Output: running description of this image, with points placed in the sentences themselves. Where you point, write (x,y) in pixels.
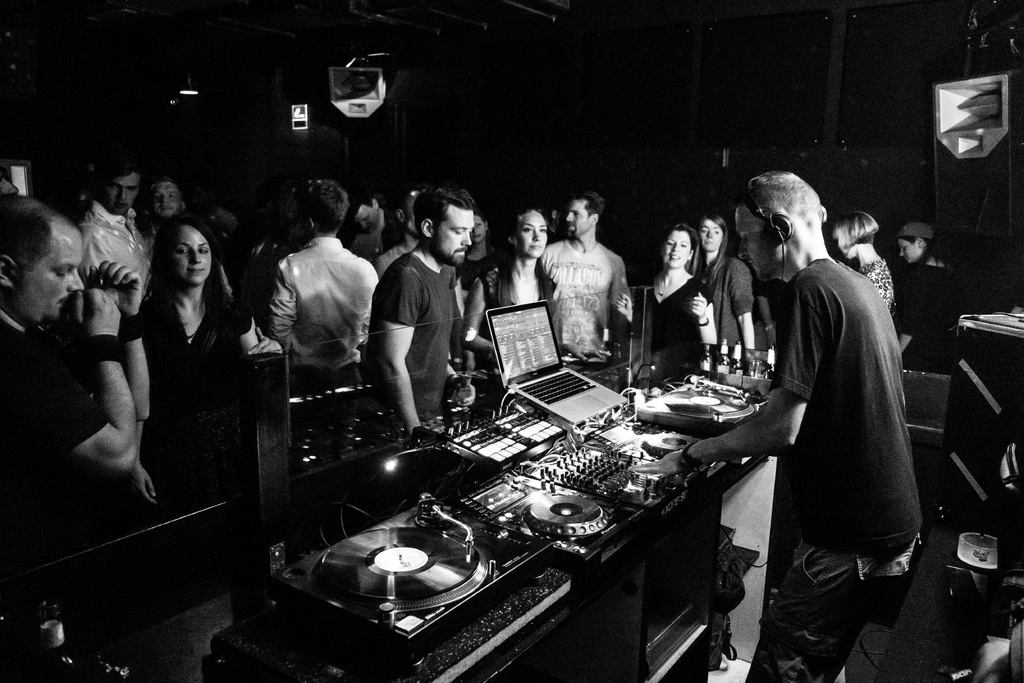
In this picture I can see few people (403,331) standing and I can see a laptop (538,399) and few music controlling devices (547,511) on the table (712,494) and I can see a man (800,252) wore a headset (786,232) and controlling the devices (618,476) on the table (566,468) and I can see dark background (513,161) and couple of bottles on the bottom left corner of the picture (59,676).
